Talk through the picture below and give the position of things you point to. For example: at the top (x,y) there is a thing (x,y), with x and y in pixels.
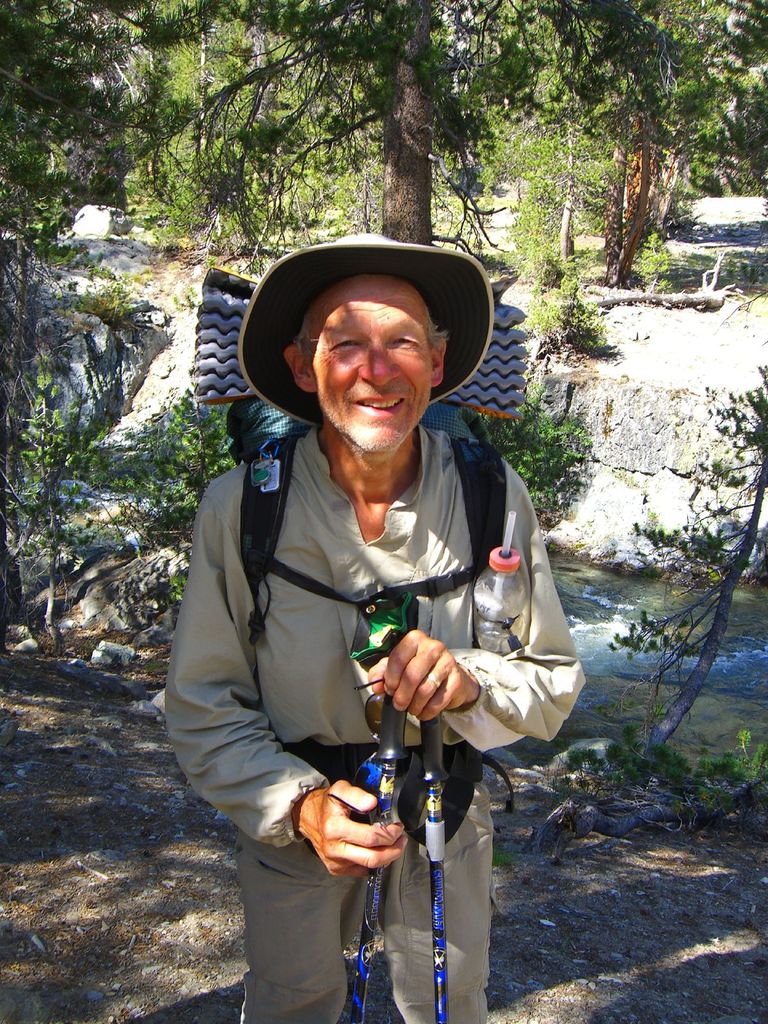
A man (371,670) is wearing hat (422,252) and clothes (402,947) holding an object (373,918), there are trees (449,223).
